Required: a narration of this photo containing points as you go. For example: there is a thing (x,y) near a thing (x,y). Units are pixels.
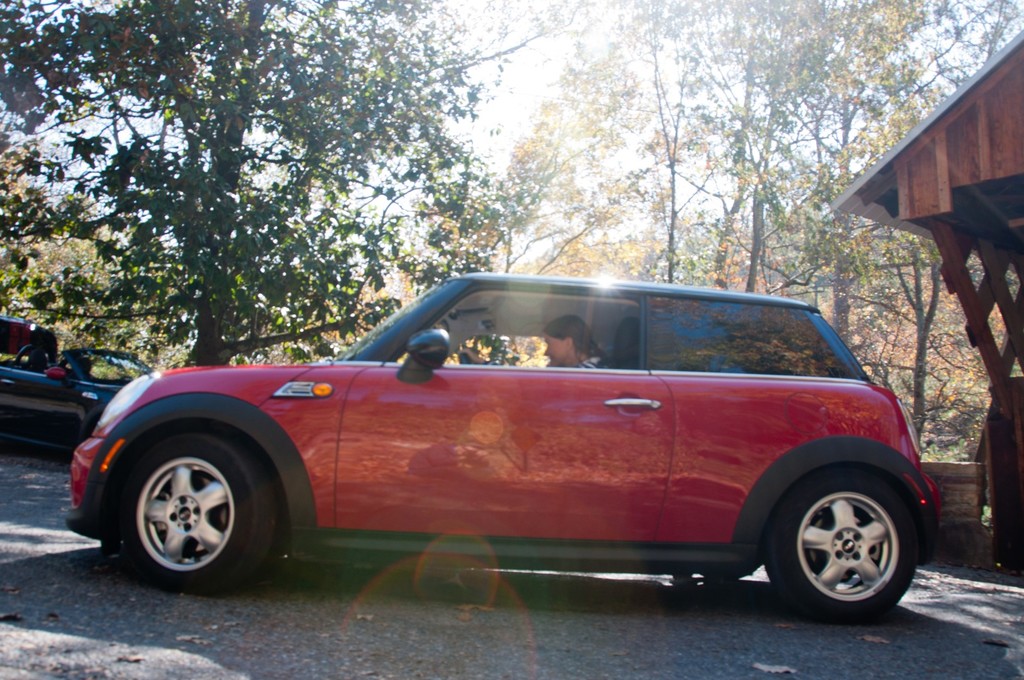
This picture describe about the woman (584,341) sitting in the small red color car (515,387) and driving on the road (554,622). Behind there are some trees (150,250).
